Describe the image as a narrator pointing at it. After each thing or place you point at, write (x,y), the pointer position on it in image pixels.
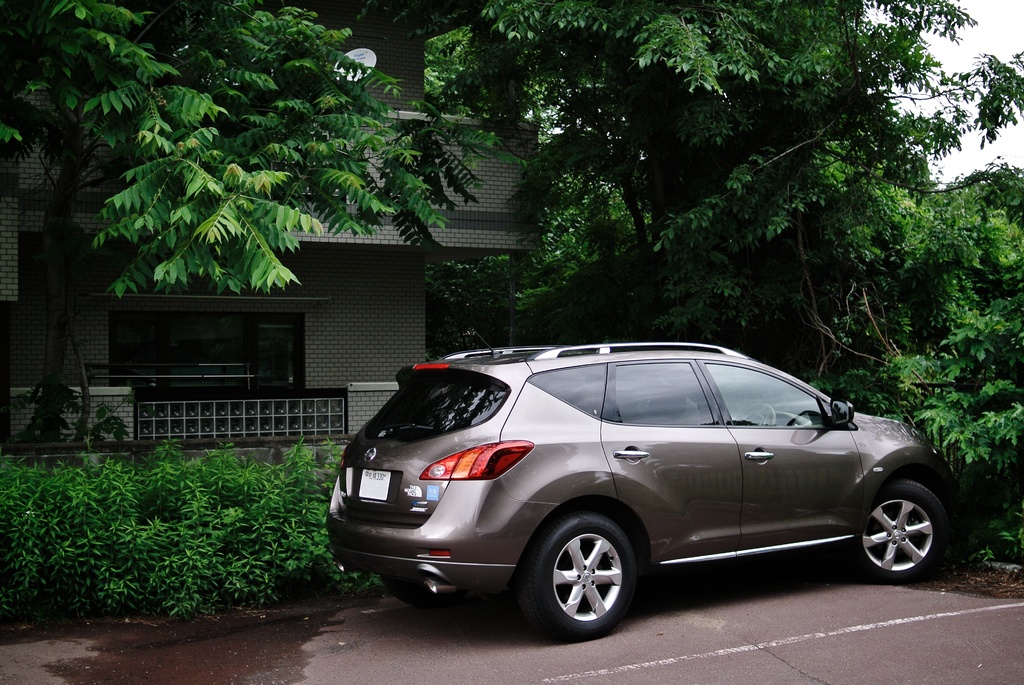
In this image we can see there is a building (322,333), car (596,491) and at the top of the image (361,75) we can see a dish (343,75). There are trees (383,134) and plants (28,428).
